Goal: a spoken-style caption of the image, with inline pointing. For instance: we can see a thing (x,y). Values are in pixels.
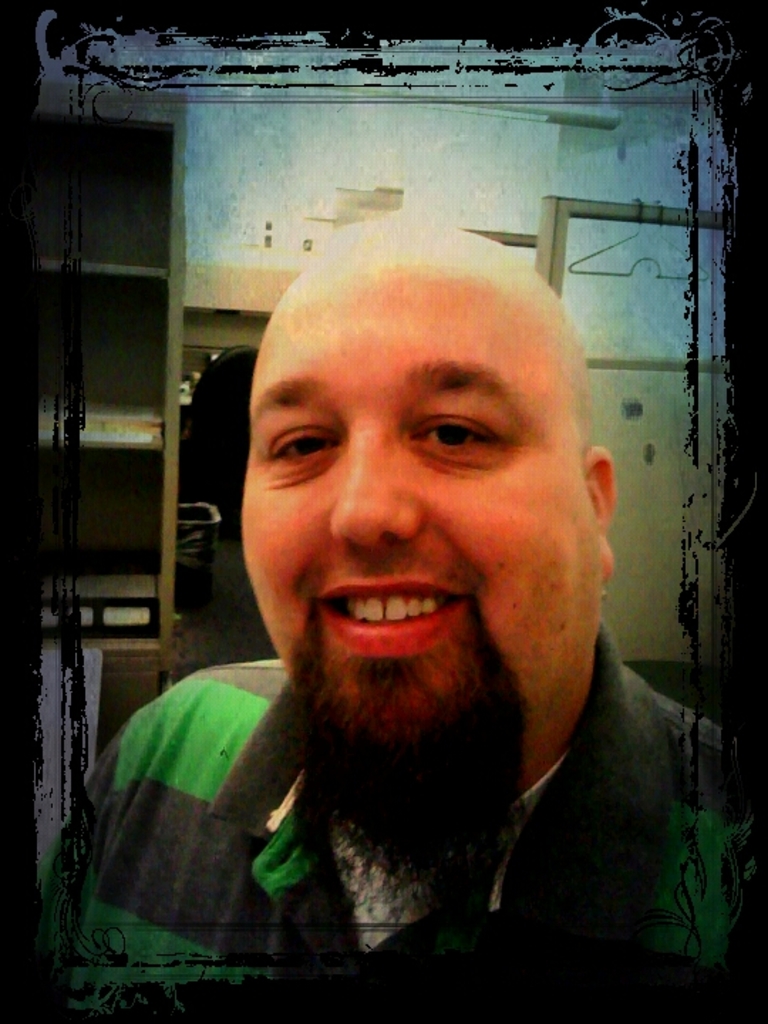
In this image we can see a person (608,504) wearing T-shirt (268,846) is smiling. In the background (667,337), we can see the cupboards (83,393), dustbin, chair (216,490) and hanger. Here we can see the frame (748,466).
